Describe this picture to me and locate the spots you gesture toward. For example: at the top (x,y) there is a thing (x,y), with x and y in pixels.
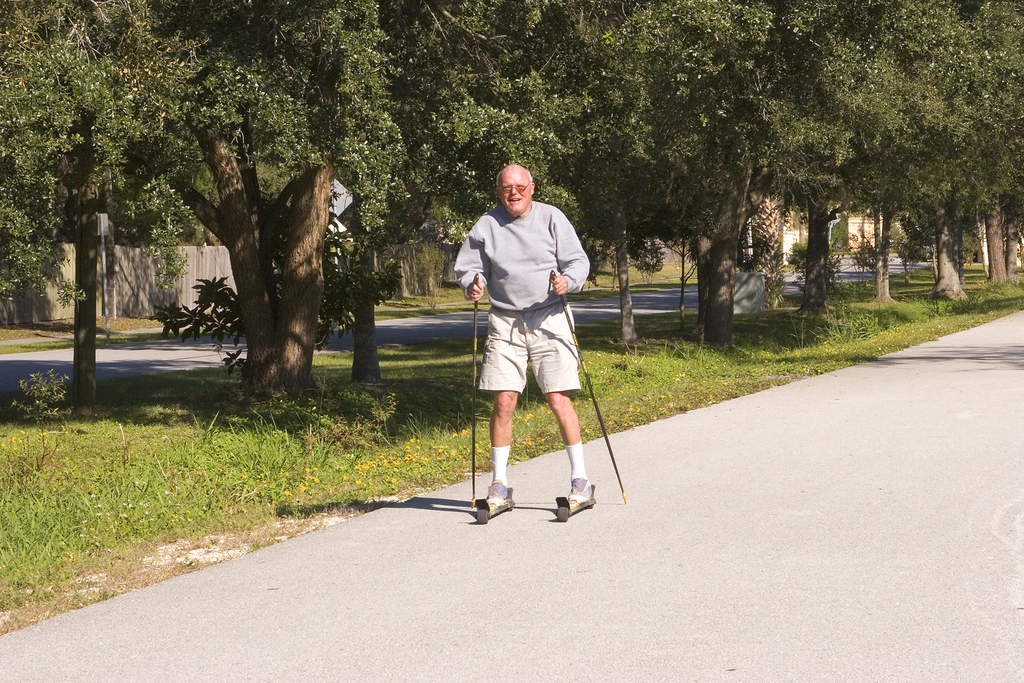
In this image, we can see a man (522,370) standing and holding sticks (477,306), we can see some trees (59,109), we can see the road (721,578).
